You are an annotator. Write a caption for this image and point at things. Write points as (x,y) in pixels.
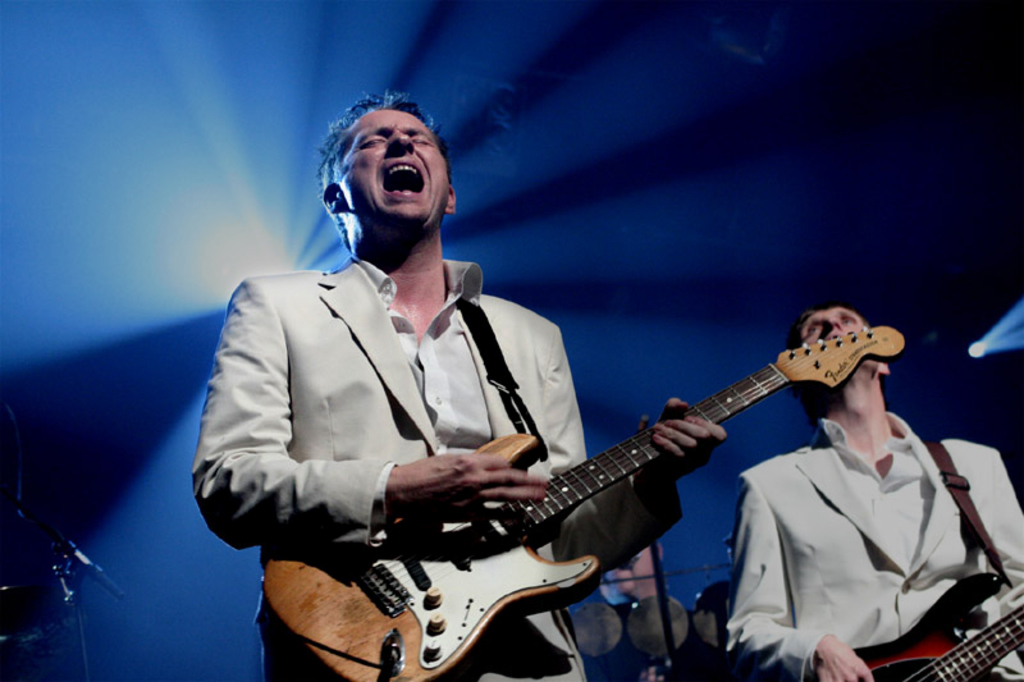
In this image, There are some persons (893,565) standing and holding a music instruments (450,582) which is in yellow and red color, In the background (819,261) there is blue color light (592,131).
